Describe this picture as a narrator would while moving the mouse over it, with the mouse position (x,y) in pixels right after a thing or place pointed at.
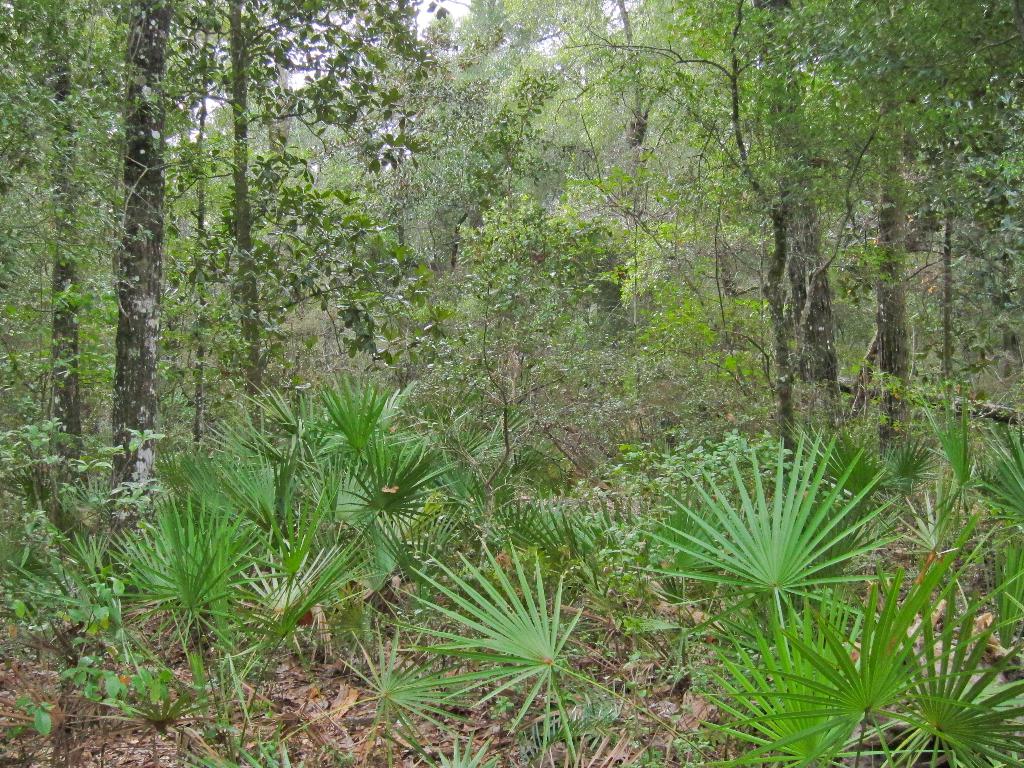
This picture shows trees (481,152) and plants (377,652) on the ground (287,687).
